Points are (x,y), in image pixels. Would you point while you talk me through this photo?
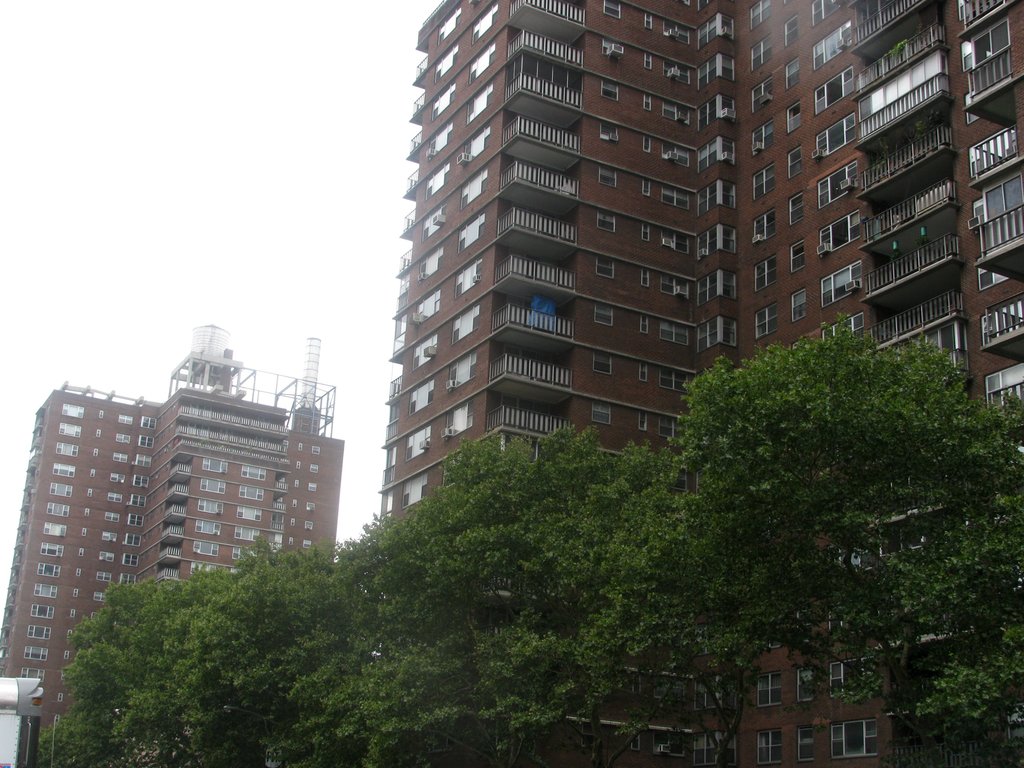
This image consists of buildings (120,552) in brown color. At the bottom (206,707), there are trees (422,575). At the top (124,87), there is a sky (95,57).
